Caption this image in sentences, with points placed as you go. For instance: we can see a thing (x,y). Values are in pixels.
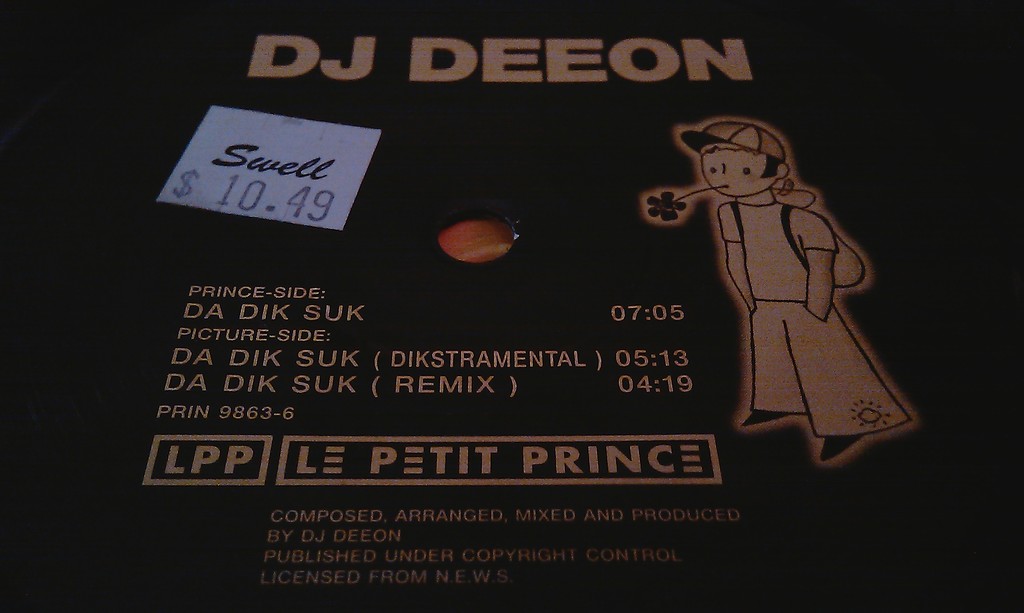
In this image there are some text (511,361) and image (748,218) of a person (748,218) placing flower (671,217) in the mouth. The background (693,299) is dark.
